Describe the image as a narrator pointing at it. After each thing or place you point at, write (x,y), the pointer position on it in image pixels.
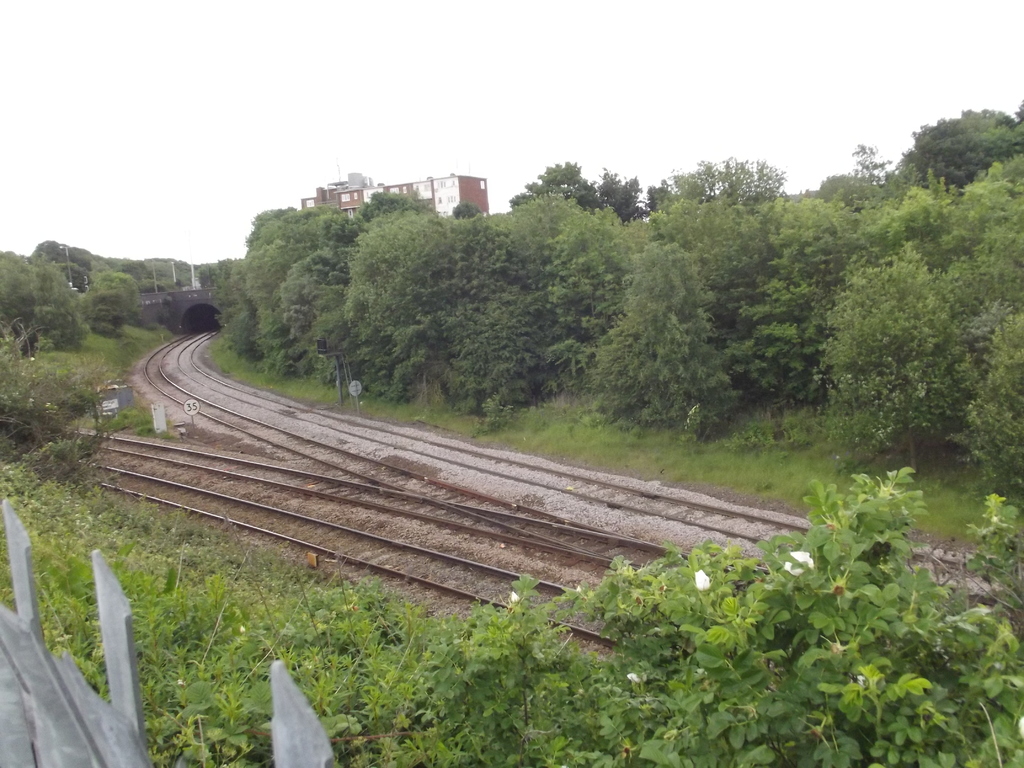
In this image I can see number of railway tracks (300,444) in the centre (502,510). On the both sides of the tracks (420,497) I can see number of trees (22,304) and grass (144,409). I can also see few boards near the tracks (222,423) and on these boards (126,388) I can see something is written. In the background (200,330) I can see a tunnel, a building (427,192) and the sky (275,194). On the bottom left side of the image (49,754) I can see the metal fencing (6,522).
